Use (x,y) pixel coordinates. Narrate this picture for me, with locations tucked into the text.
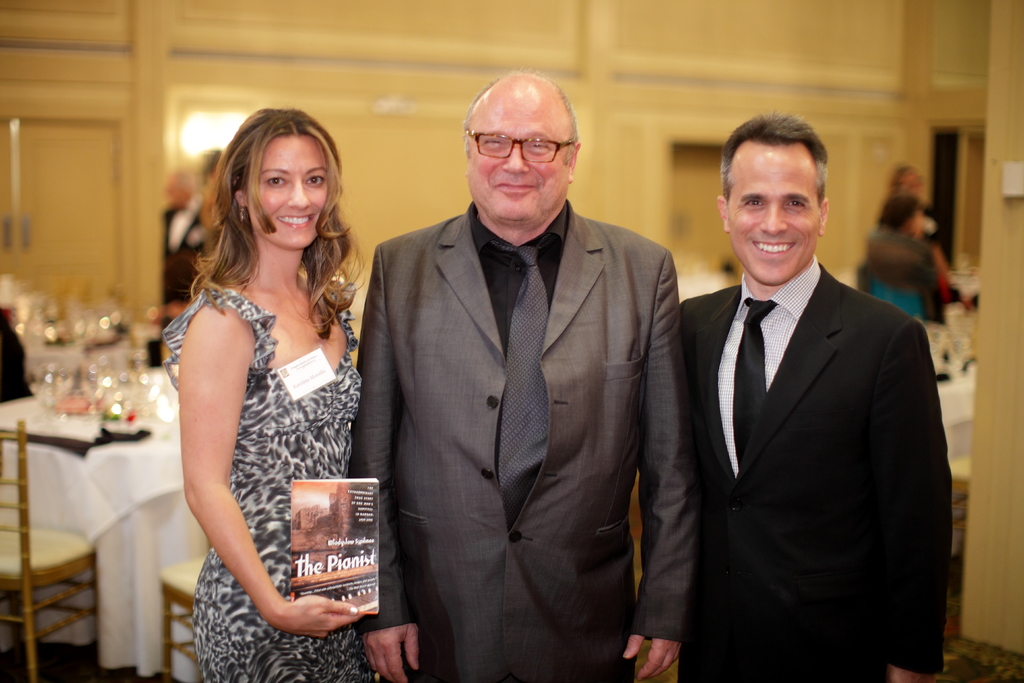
In this image we can see three persons (661,430) standing. Middle person (549,184) is wearing specs (499,152). Lady (284,343) on the left side (269,386) is holding a book (312,548). In the back (101,484) there is a table (108,446). Also there are chairs (59,537). On the table (135,442) there are some items (55,364). In the background (95,103) there is a wall (790,74). And it is looking blur.
